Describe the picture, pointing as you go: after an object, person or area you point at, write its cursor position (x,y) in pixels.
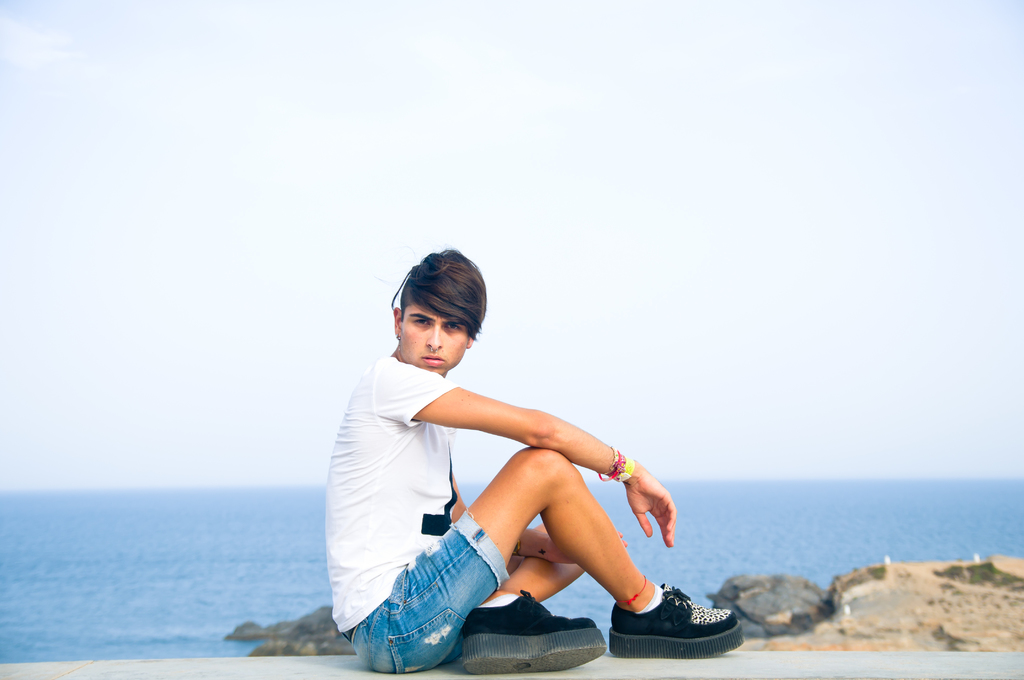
In the center of the image (401,416) we can see a man (661,601) is sitting on a wall (603,662) and wearing dress (410,498), shoes (515,661), bands (615,473). In the background of the image (962,513) we can see the water (694,573) and rocks (863,575). At the top of the image (300,62) we can see the sky (638,194).
